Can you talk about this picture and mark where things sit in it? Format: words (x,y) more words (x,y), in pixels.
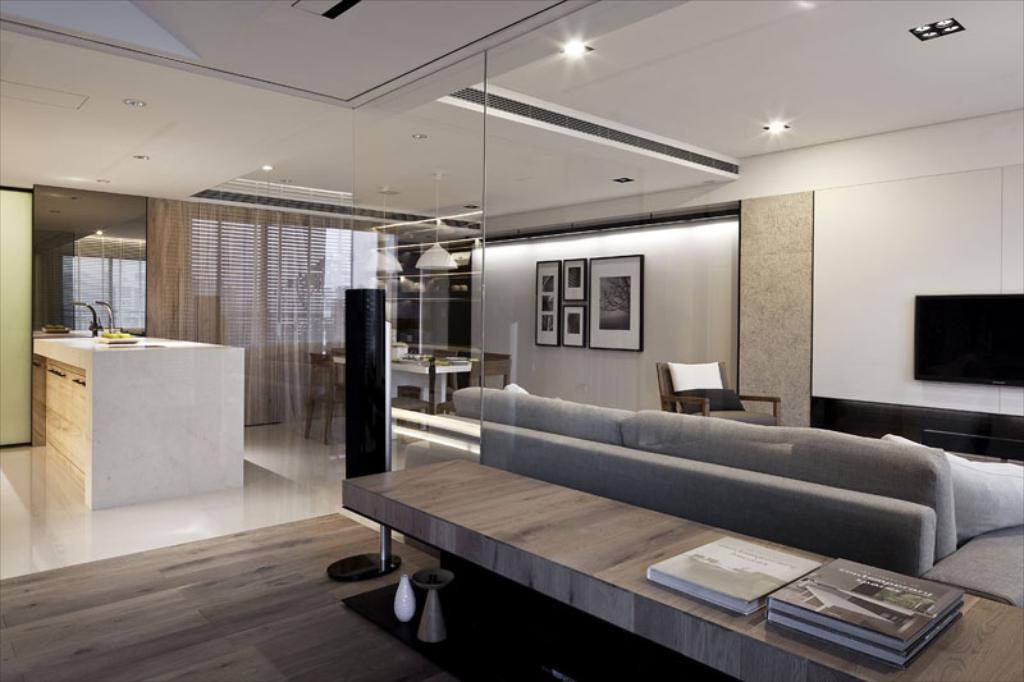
This image is taken inside a room (926,292). The room (407,592) is fully furnished. In the right side of the image (803,365) there is a television (981,363) on a wall (939,293), sofa (936,496) and a chair (768,421). In the left side of the image (176,627) there is a floor (29,467) and a shelf (128,370) in kitchen (86,398). In the middle of the image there is a dining table (396,373). At the background (671,292) there is a wall (688,270) with frames (626,310). At the top of the image (542,9) there is a ceiling (529,62) with lights (587,52). In right side (686,545) image there is a table (549,592) on which there are few books (828,601).
